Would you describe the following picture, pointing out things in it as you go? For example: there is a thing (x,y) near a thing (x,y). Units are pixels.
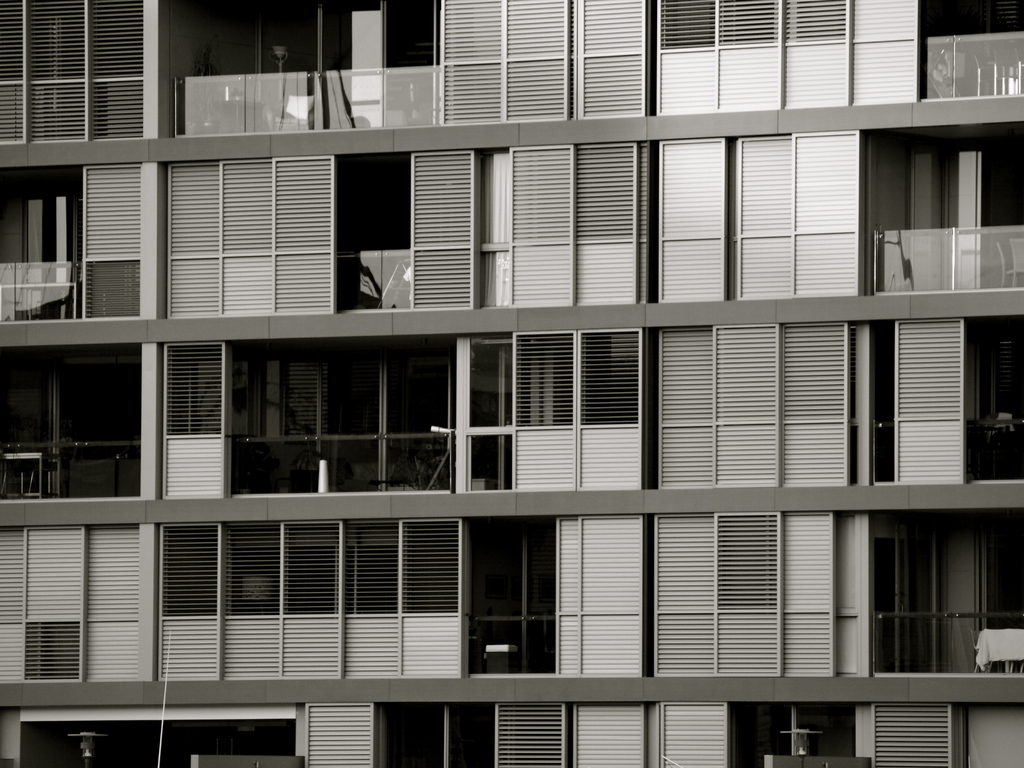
In this picture we can observe a building (115,347). There are some glass doors (357,405). This is a black and white image.
